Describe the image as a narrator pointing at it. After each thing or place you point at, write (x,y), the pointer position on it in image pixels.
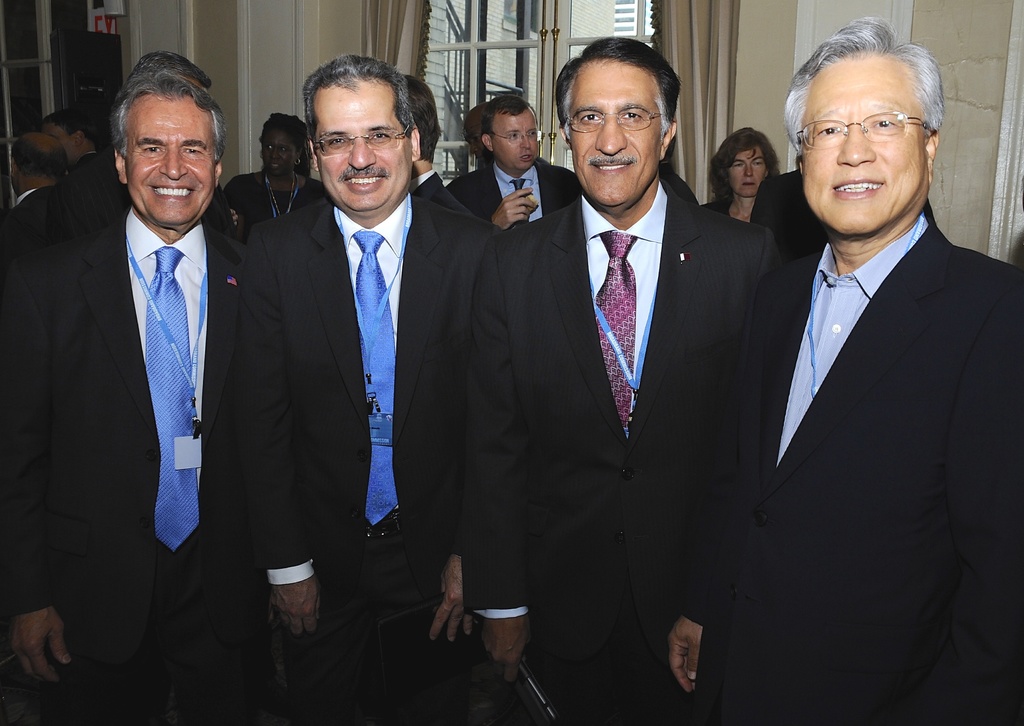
In this image I can see group of people (259,495) standing. In front (580,353) the person (548,370) is wearing black blazer (561,320), white shirt (604,266) and maroon color tie (609,310). Background (321,34) I can see the wall (330,43) in white and cream color and I can also see few windows (563,49).
